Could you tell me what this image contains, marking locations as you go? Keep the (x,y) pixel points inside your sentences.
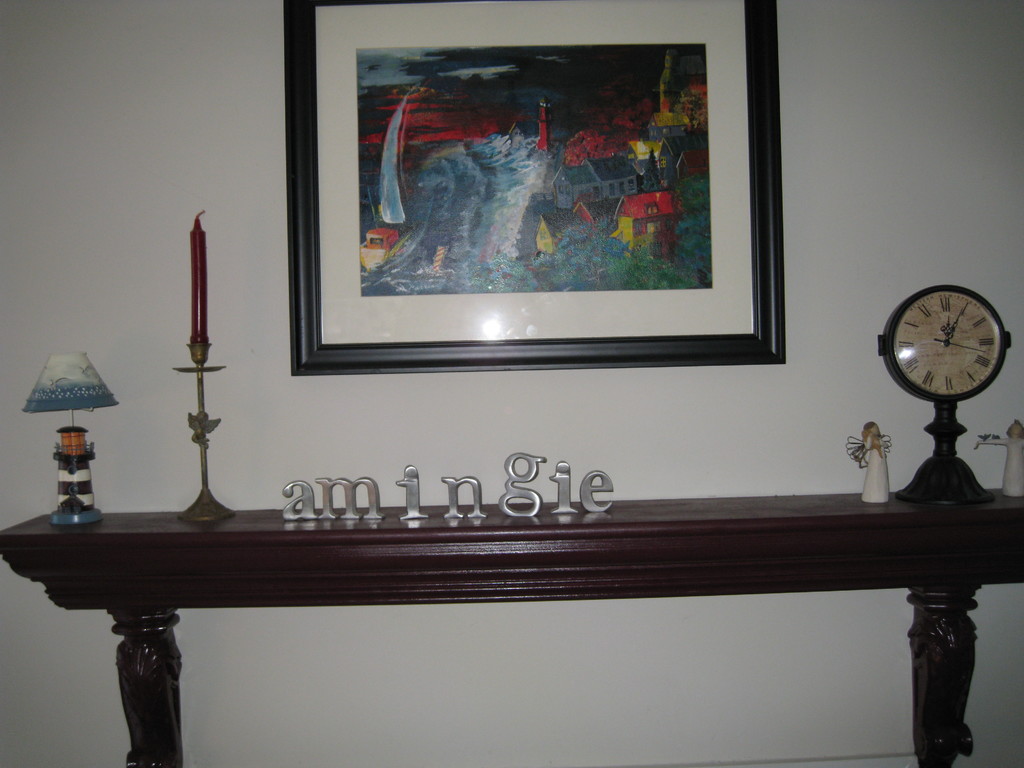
In the image we can see there is a wall (282,239) on which there is a photo frame (493,334) and a candle (202,261) with a stand (208,443) and watch (899,344) and on table (505,517) it's written "amingie".
